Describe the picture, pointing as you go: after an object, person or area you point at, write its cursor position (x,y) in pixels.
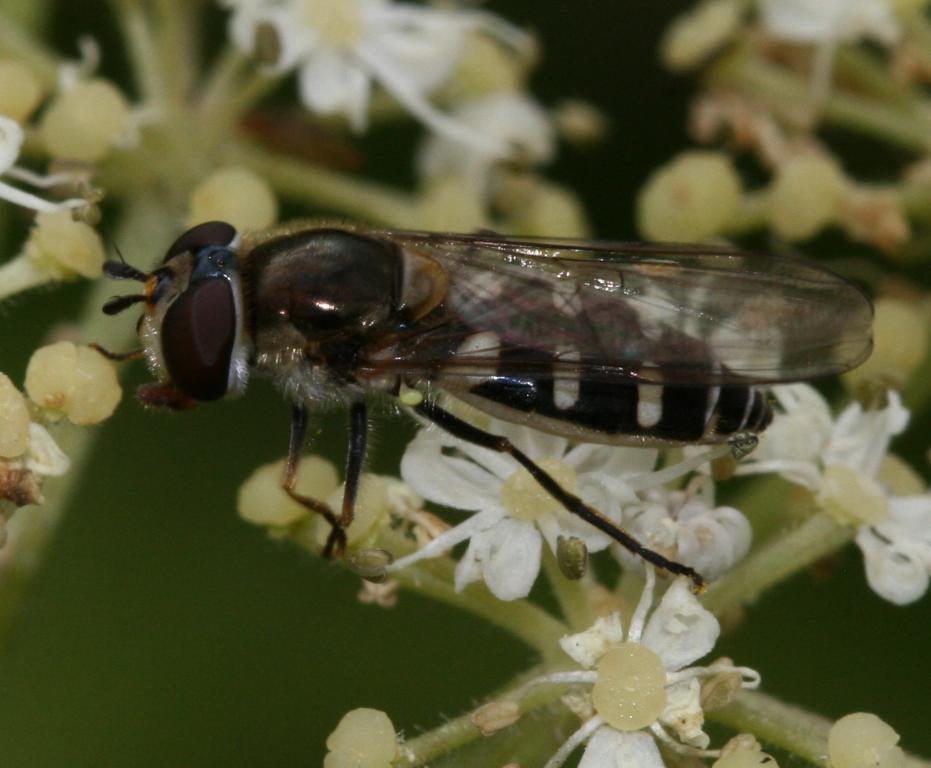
In this image I can see few white colour flowers (353,86), number of green colour things (665,211) and in the front (189,399) I can see a hoverfly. I can also see this image is blurry in the background (176,466).
